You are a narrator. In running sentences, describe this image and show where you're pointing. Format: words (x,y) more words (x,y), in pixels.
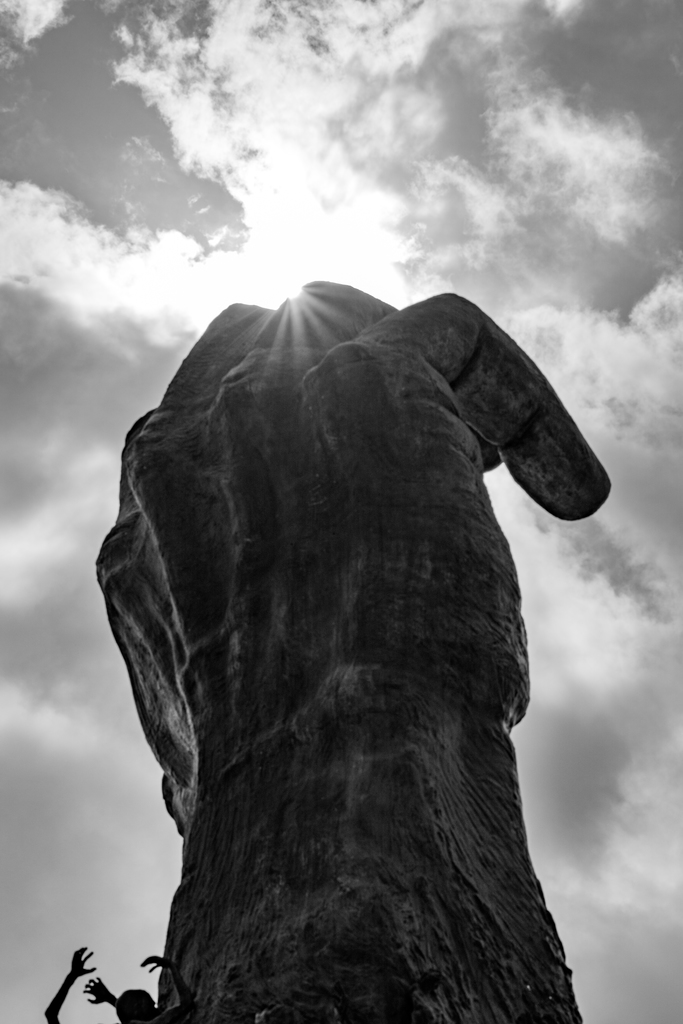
This is a black and white image. In this image we can see a statue (304,524) of a hand (309,518) of a person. In the background (239,205) there is sky (579,683) with clouds (617,919). At the bottom (157,1007) we can see a person (143,1003) and hands (63,986).
